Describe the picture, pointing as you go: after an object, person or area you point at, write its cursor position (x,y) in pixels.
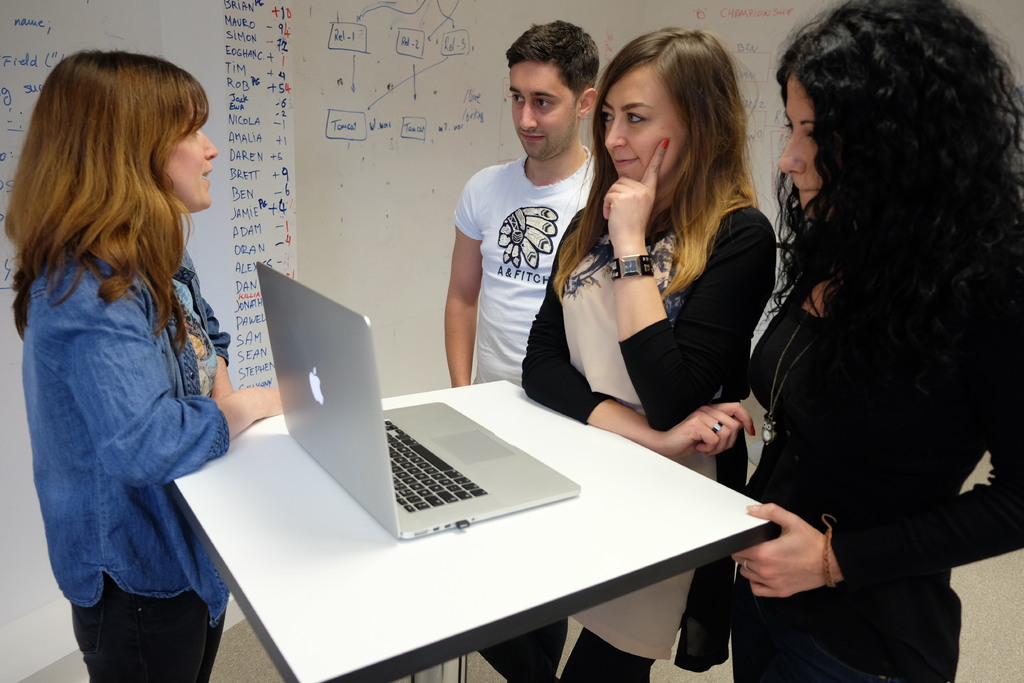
As we can see in the image, there are four persons (545,357) standing around table (361,602). On table (395,538) there is a laptop (389,427) and here there is a white color board (376,123).
